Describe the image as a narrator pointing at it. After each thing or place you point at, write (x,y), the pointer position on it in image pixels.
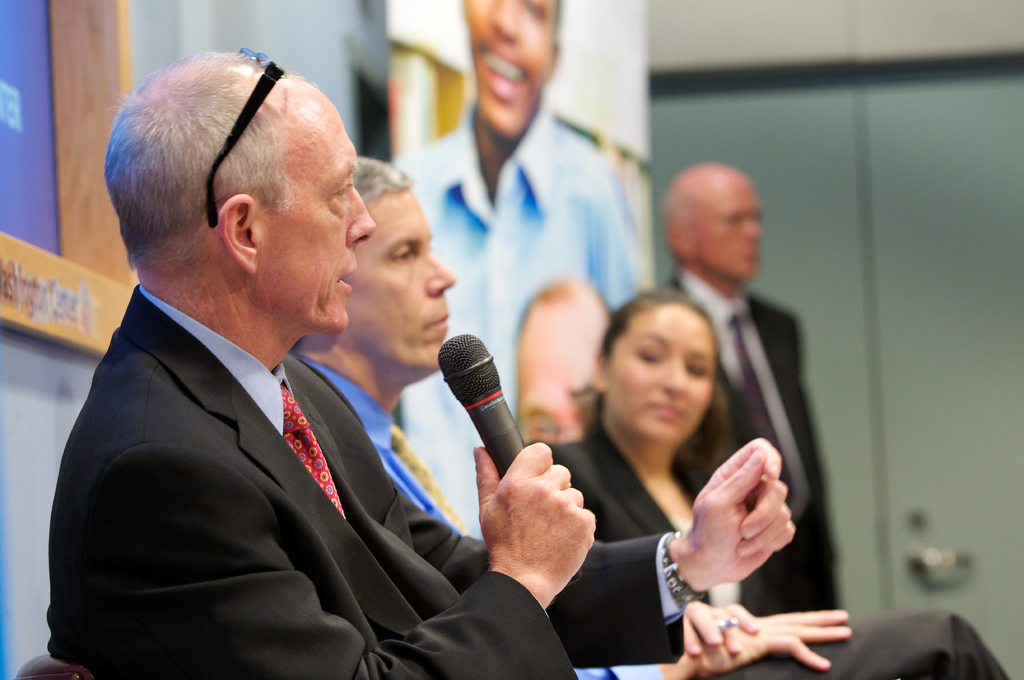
This image consists of four people (640,313). They have banners (647,198) behind them. The one who is in the front side (462,368) is holding a mic (463,353) and he also has specs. Three of them are sitting and the one who is on the right side (786,421) is standing. Most of them wore black dresses (619,470).
